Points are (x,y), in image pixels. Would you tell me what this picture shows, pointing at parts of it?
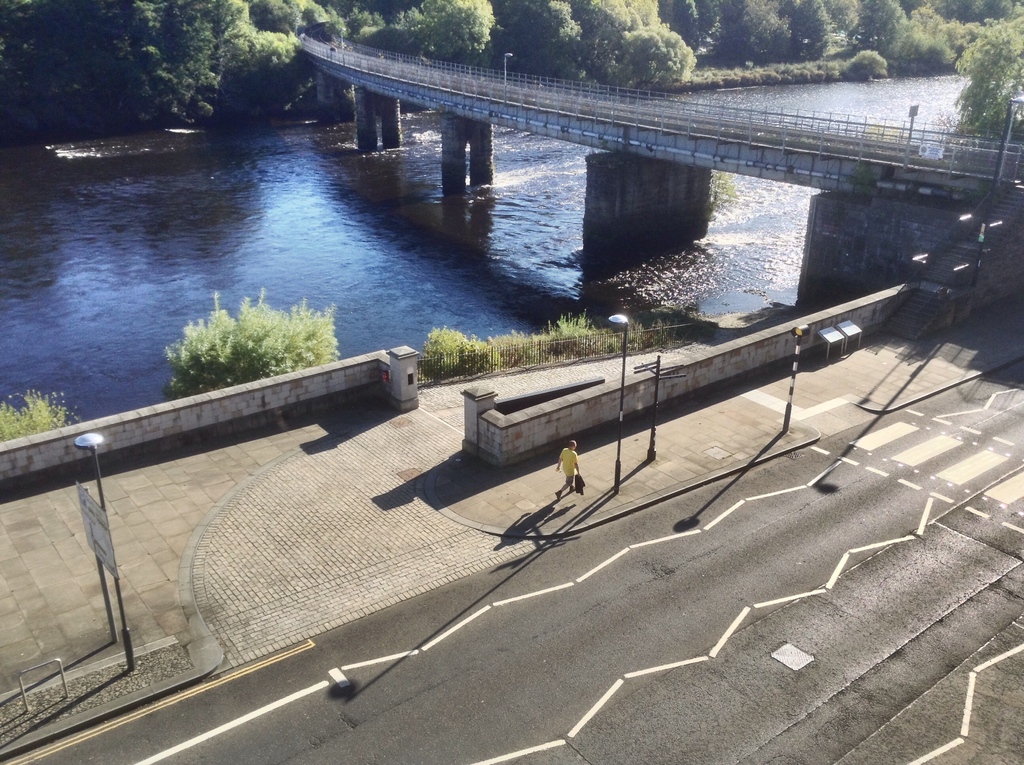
In this image we can see the road (863,563), this person (567,483) walking on the sidewalk (547,485). Here we can see boards (86,524), light poles (87,437), wall (570,434), fence (649,337), trees (485,346), bridge (886,216) and water (285,222) in the background (403,252).
